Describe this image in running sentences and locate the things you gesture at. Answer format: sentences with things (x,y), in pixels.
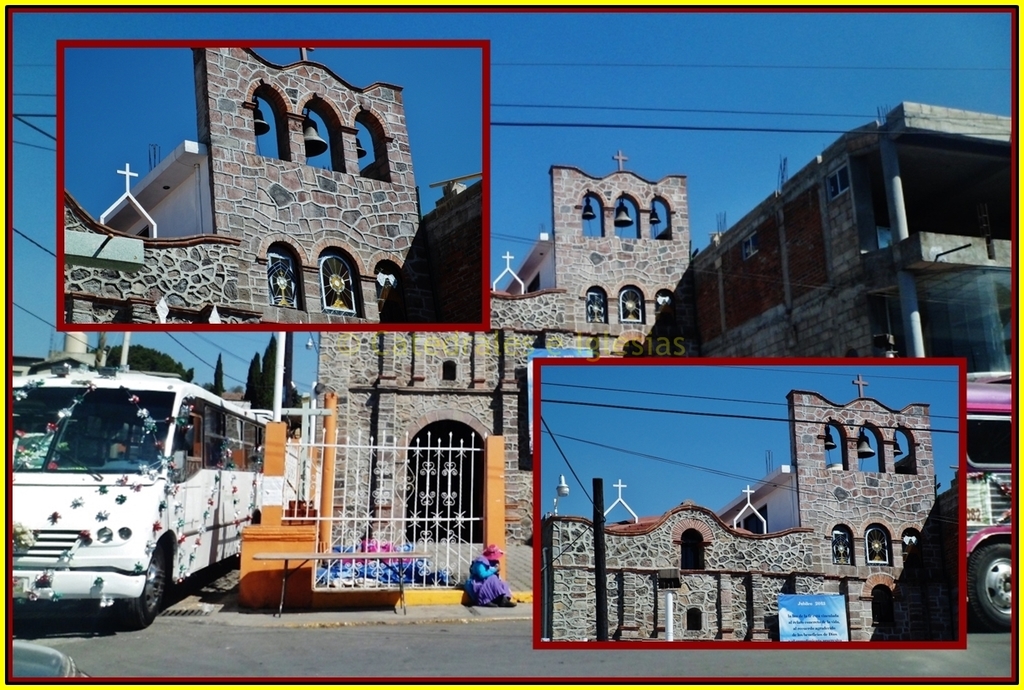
Here, we can see two photos, there is a building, we can see vehicles (36,587), at the top (713,69) there is a blue sky (741,93).
